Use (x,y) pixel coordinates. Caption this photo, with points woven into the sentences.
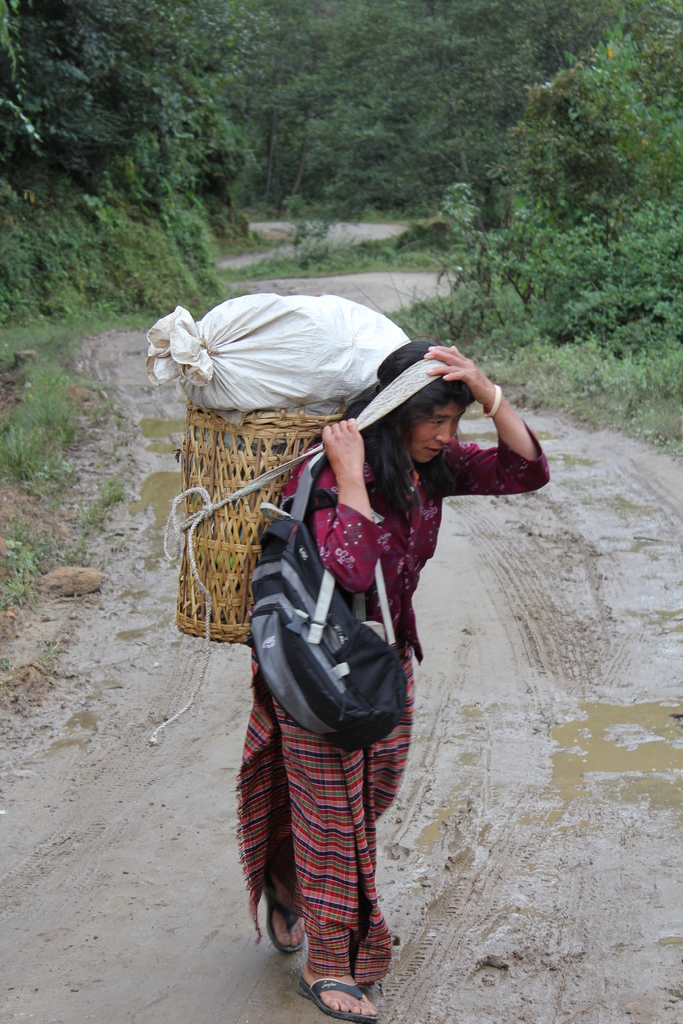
In this image we can see a woman (340,569) walking on the pathway (502,1013) wearing a bag (295,606) and a basket (247,569) containing some objects (227,440) in it. We can also see some plants (166,240) and a group of trees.
